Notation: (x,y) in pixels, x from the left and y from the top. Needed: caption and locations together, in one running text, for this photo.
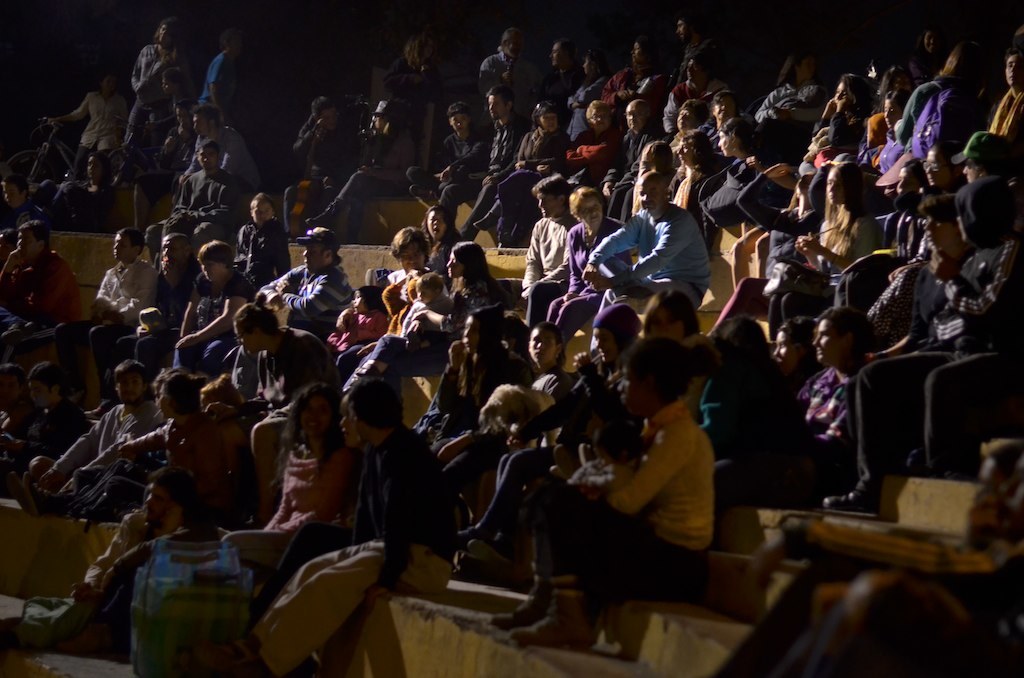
This picture shows many people (156,526) seated and few (407,125) are standing and we see few (446,306) are holding kids (430,308) with their hands (425,321).
